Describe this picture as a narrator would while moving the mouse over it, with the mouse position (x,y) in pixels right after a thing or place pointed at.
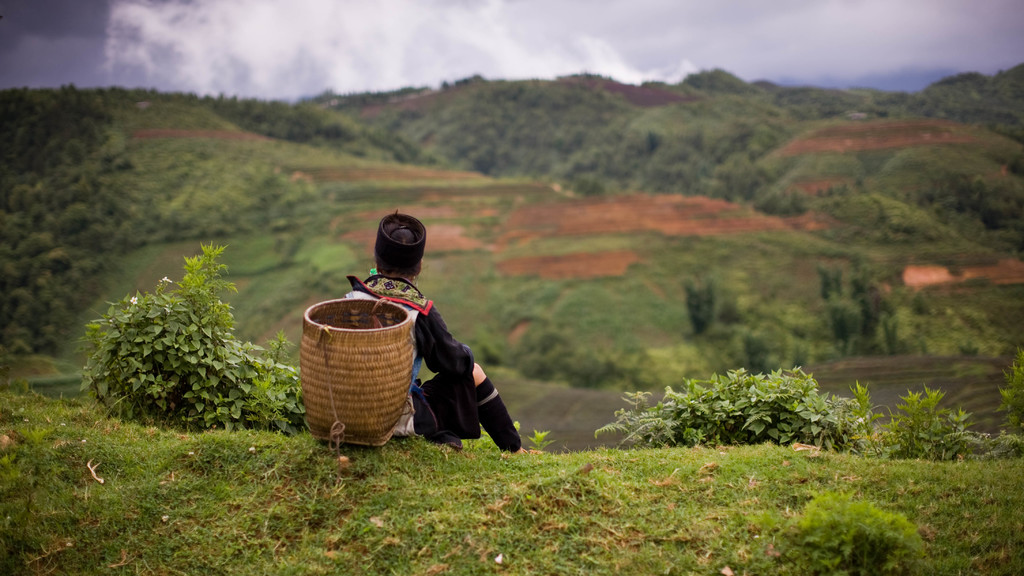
There is a person (415,316) sitting on the ground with a basket (375,392) holding on her back (405,307). There are some plants (271,394) beside her on either sides. In the picture there was a hill (321,112) which is blurred and there are some trees (497,147) on the hill (687,157). We can observe clouds (355,42) completely covering the sky (390,37). The person (384,259) in the picture is wearing a hat (398,256) on his/her head (398,229).
